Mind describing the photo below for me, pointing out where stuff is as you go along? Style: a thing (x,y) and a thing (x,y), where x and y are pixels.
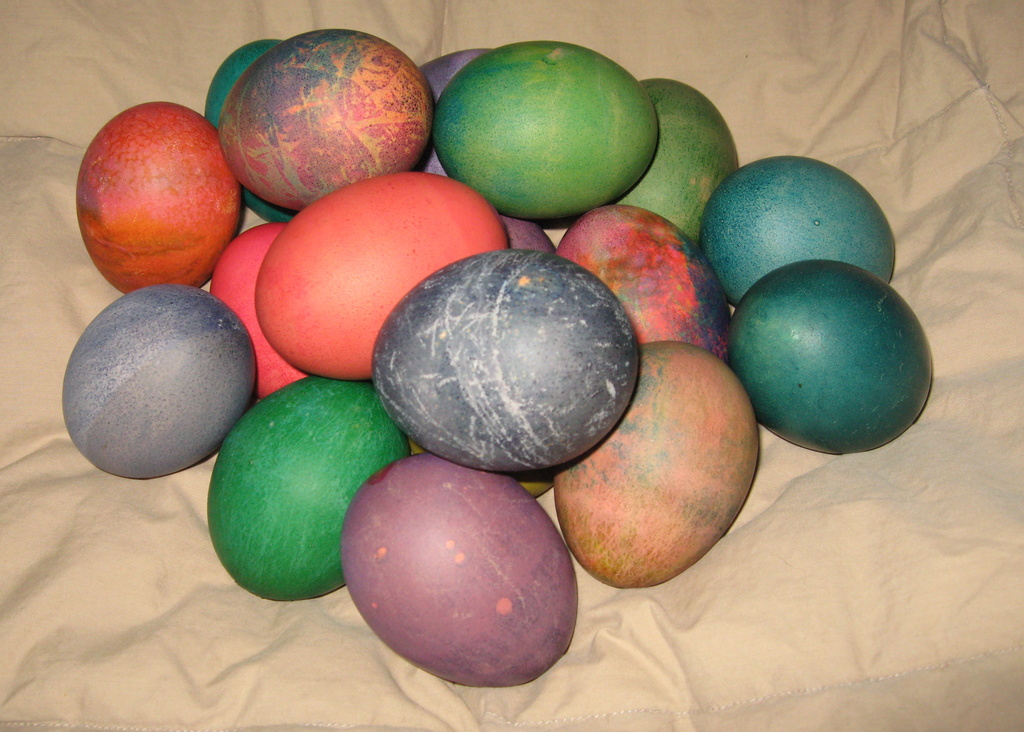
There are eggs (152,421) in different colors arranged on a cloth (820,71). And the background (832,64) is cream in color.
